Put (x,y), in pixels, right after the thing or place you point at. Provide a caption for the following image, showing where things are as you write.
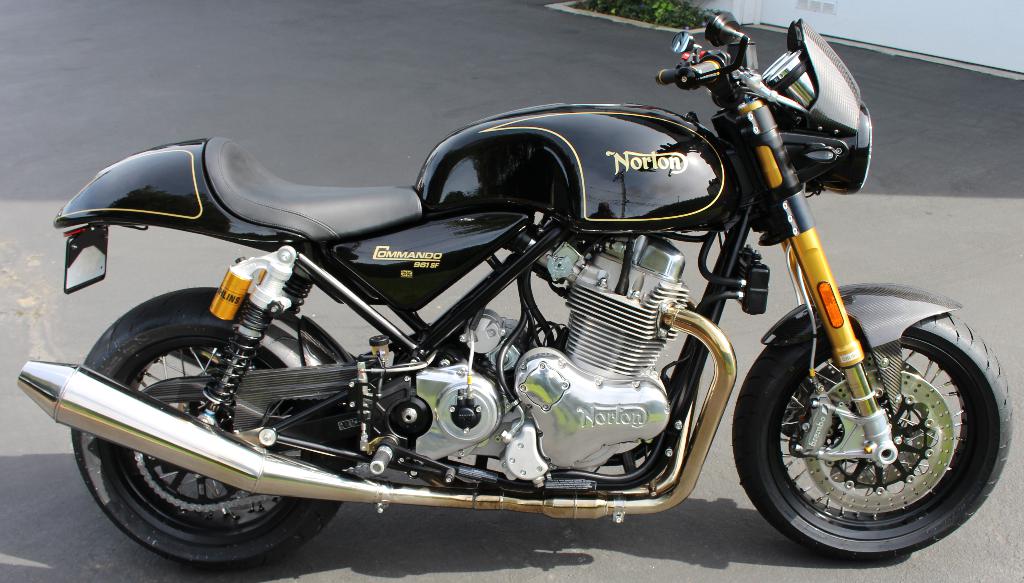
This picture contains a bike (434,373) which is parked on the road (748,325). This bike (441,331) is in black color. In the right top of the picture (908,22), we see plants (643,14) and a wall (944,34) in white color.
